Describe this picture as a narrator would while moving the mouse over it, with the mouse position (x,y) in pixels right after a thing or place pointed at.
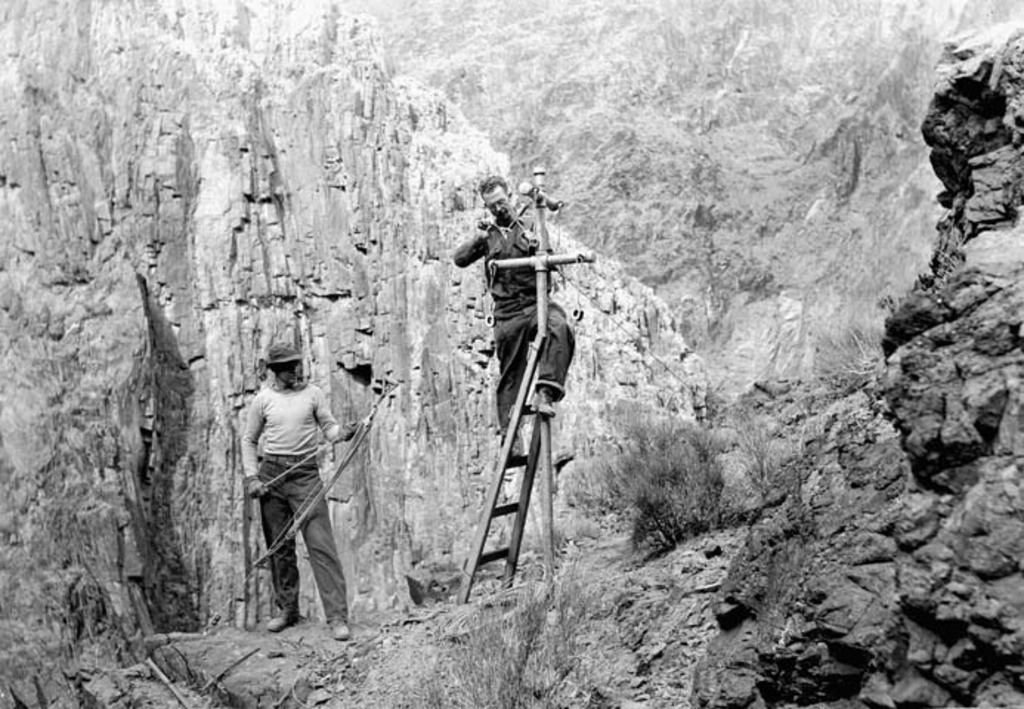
In this black and white picture there are two men (297,437) standing. In the center (515,261) there is a pole (541,263). There is a man (533,284) standing on the ladder (529,475) at the pole (545,308). To the left (266,461) there is another man (285,497) standing on the ground (360,643). There are plants (560,622) on the ground (543,673). Behind them there are rocky mountains (891,533).
